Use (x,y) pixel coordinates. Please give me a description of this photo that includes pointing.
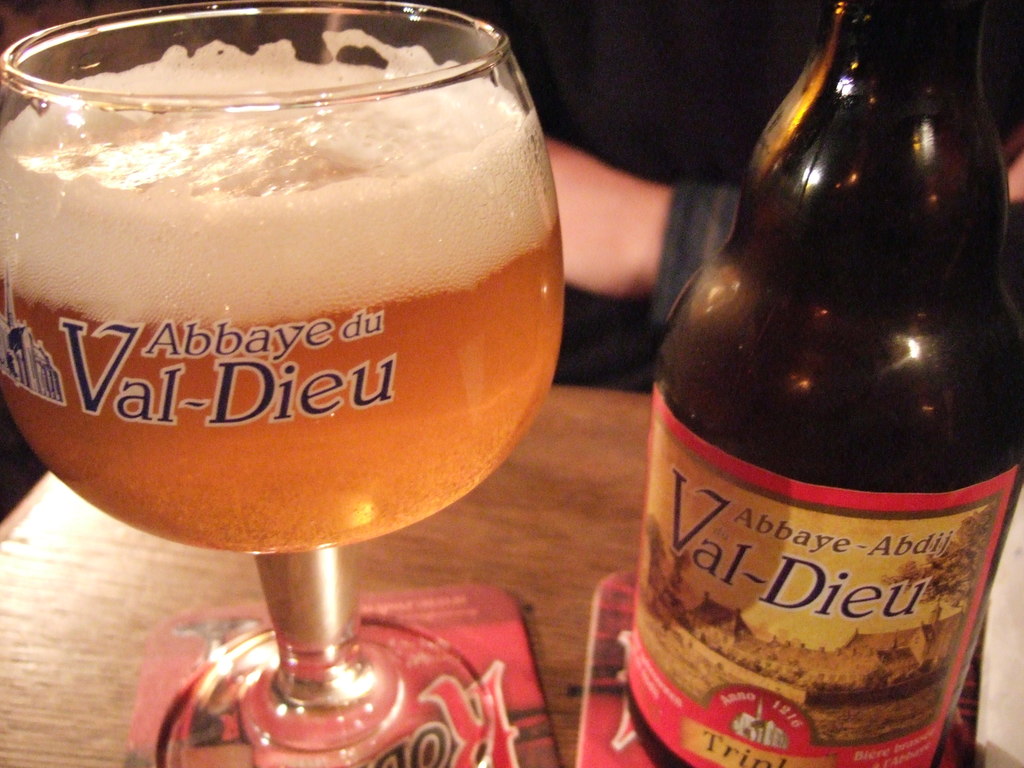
In this picture there is a beer bottle (739,481) and a glass (334,381) filled with some drink (325,401) were placed on the table (446,539). These two were placed on red color coasters (494,660).
